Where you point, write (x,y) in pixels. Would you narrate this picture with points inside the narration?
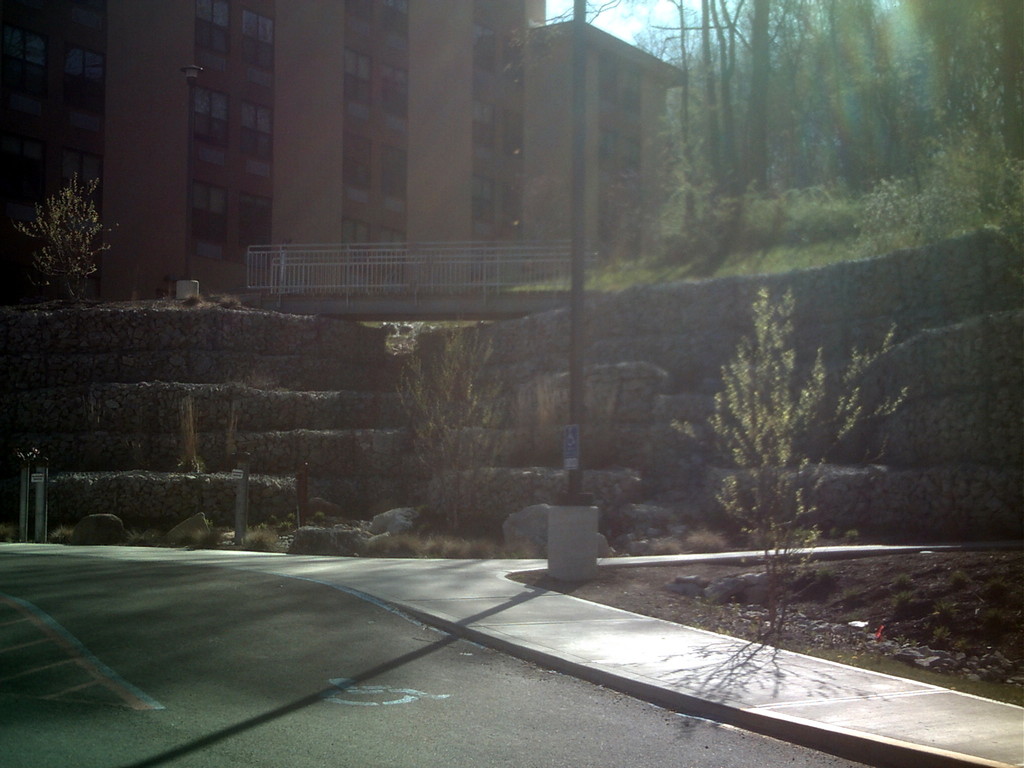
In this image we can see a building (372,138), iron railing (501,250), trees (819,116) in front of the building (435,211), there is a wall (559,360), stones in front of the wall (390,488) and there is a pavement (705,646) and a road (266,666) beside the pavement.
